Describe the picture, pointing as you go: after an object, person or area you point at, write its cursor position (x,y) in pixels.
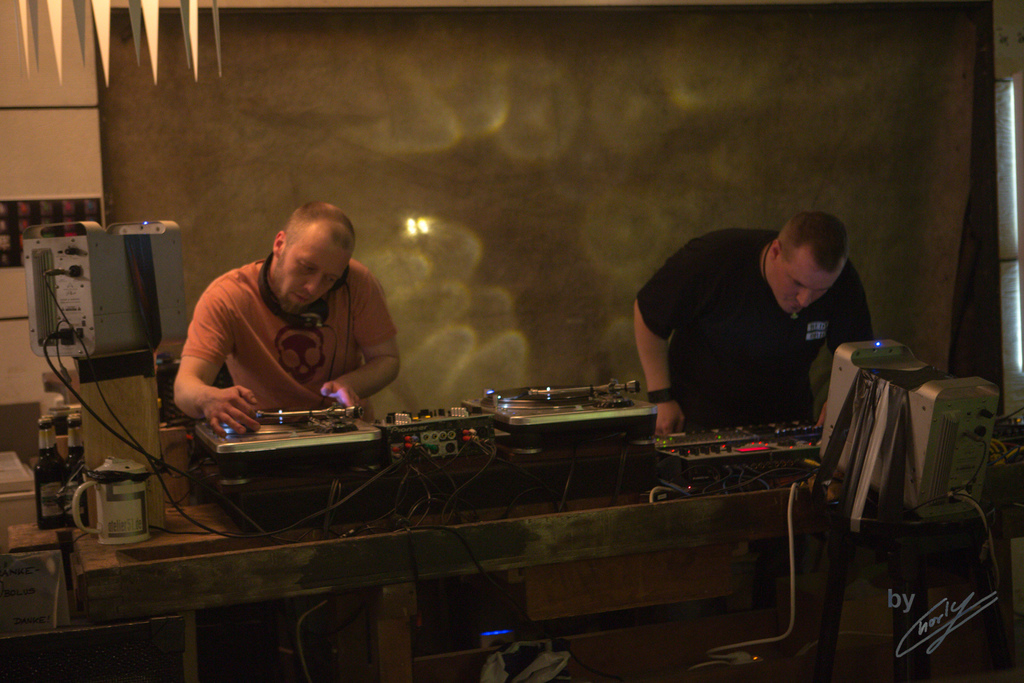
This person (233,272) wore a headset (268,259). Another person (672,417) is standing. On this table (260,555) there are devices (326,421). Right-side bottom of the image (912,618) there is a watermark (920,611).
